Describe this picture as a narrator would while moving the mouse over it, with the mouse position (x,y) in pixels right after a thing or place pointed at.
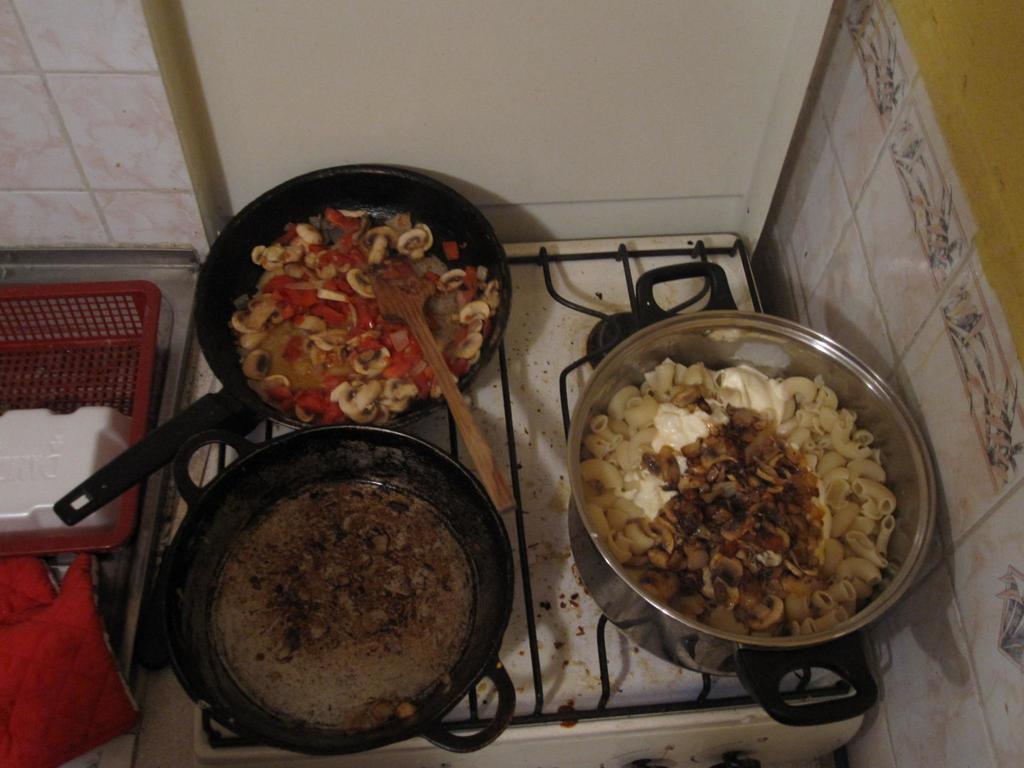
In this image there is a four burner stove (570,702). There are pans (505,595) and a utensil (572,477) on the stove (520,344). There is food (359,334) in the pan (360,343) and the utensil (616,461). Beside the stove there is a basket (90,381). In the background (150,162) there are tiles (828,89) on the wall (97,51). There are mushrooms (318,328), red bell pepper (279,287) and pasta (641,444) in the food (659,418). There is a wooden spoon (427,343) in the pan (404,350).
